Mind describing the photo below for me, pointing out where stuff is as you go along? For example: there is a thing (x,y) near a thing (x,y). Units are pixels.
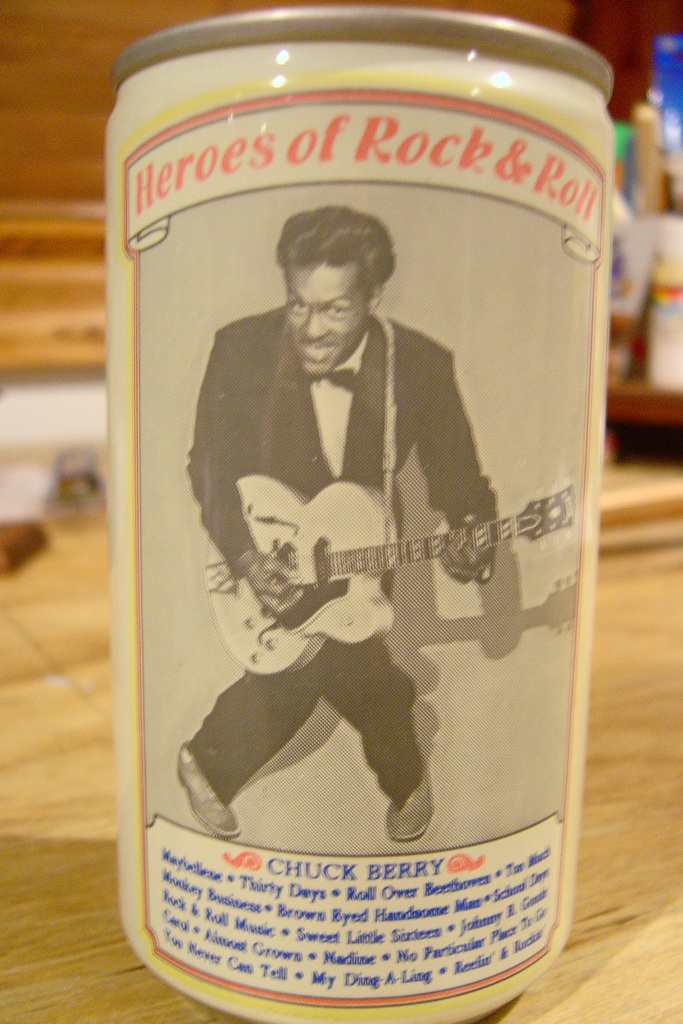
In this image we can see a tin (504,433) on a wooden platform (152,1013). On the tin (437,693) we can see picture (492,488) of a person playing musical instrument (522,534) and text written on it. In the background (654,12) we can see few objects (615,257).
